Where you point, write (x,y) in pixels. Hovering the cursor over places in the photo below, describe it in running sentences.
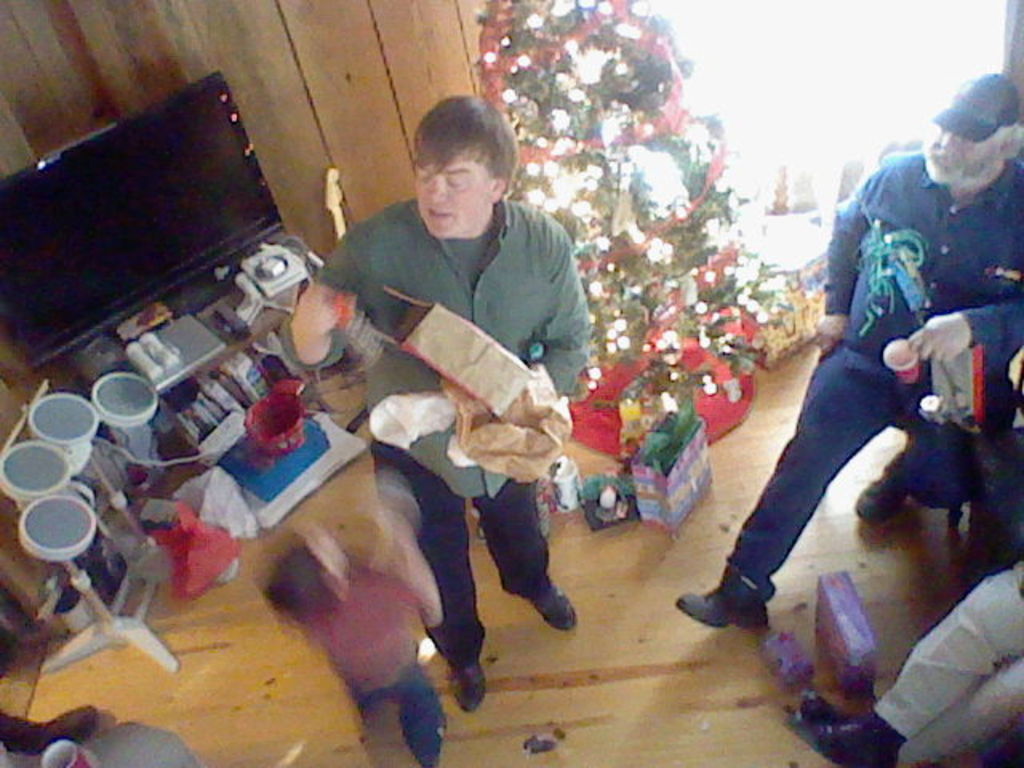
The person (490,268) wearing green dress (503,279) is standing and holding some objects (488,394) in his hands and there is a kid (355,625) standing beside him and there is a television (157,238) and some other objects (192,347) behind them and there are two people (950,347) sitting in the right corner (940,482).
